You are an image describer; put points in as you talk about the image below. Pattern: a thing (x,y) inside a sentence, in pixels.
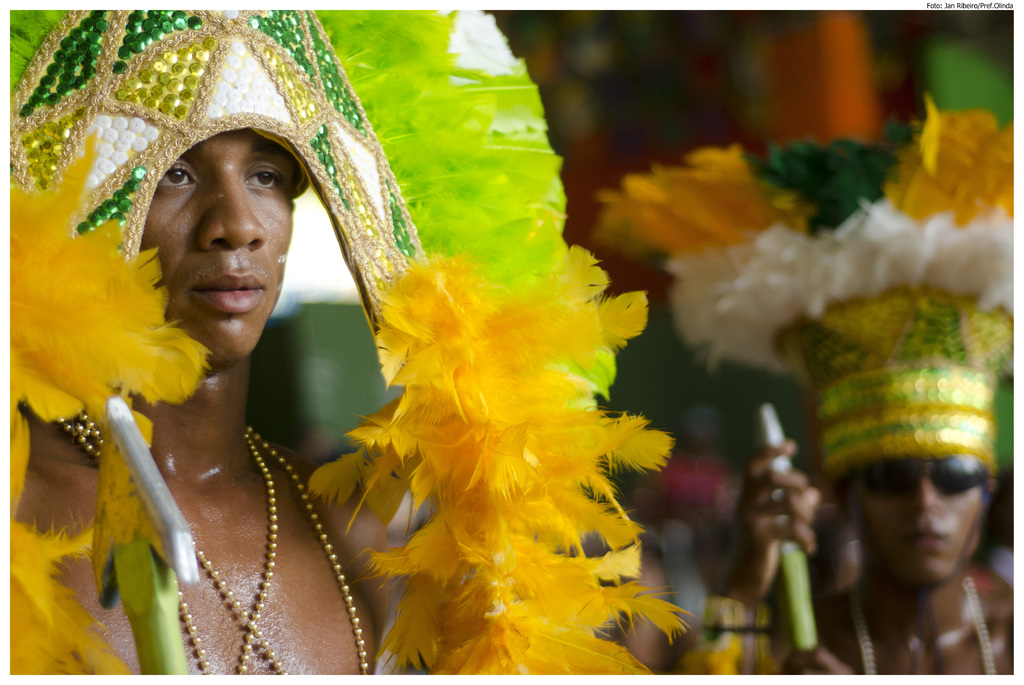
In this picture I can observe a man (180,248) on the left side (204,337). On the right side (890,620) I can observe another person (861,509). The background (683,142) is blurred.
